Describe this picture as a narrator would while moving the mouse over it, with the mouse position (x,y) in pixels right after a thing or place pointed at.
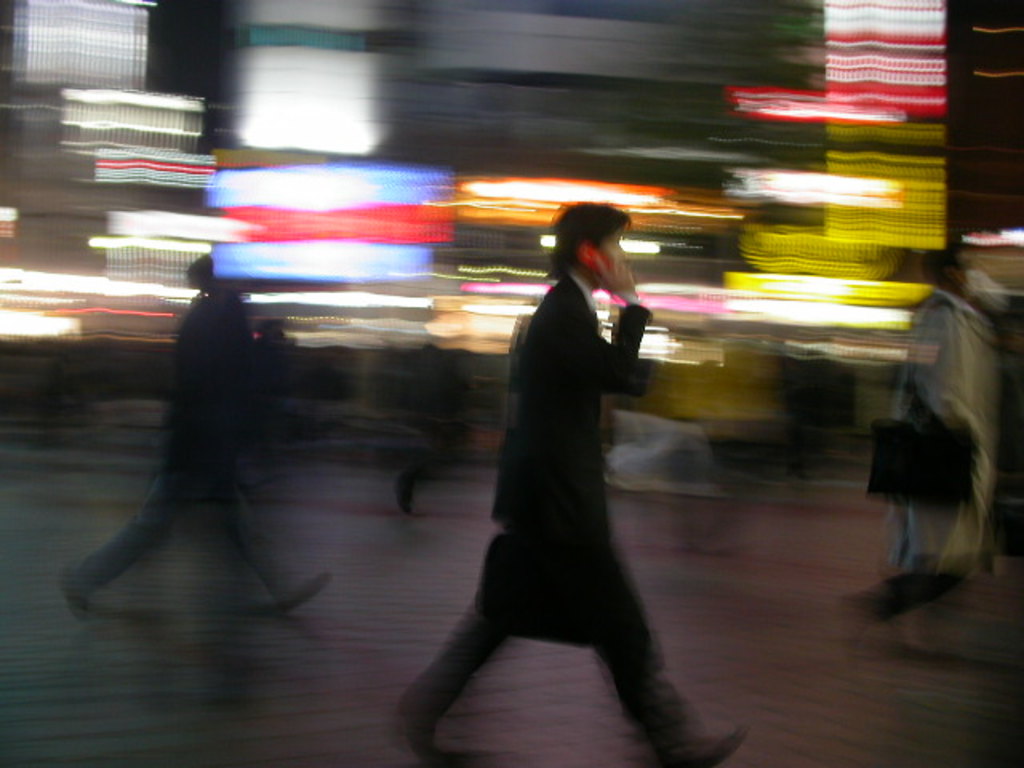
In this picture we can see some people (216,478) walking on the road (816,634), bag (891,435), mobile (587,262) and in the background (183,170) we can see the lights (589,185) and it is blurry.
